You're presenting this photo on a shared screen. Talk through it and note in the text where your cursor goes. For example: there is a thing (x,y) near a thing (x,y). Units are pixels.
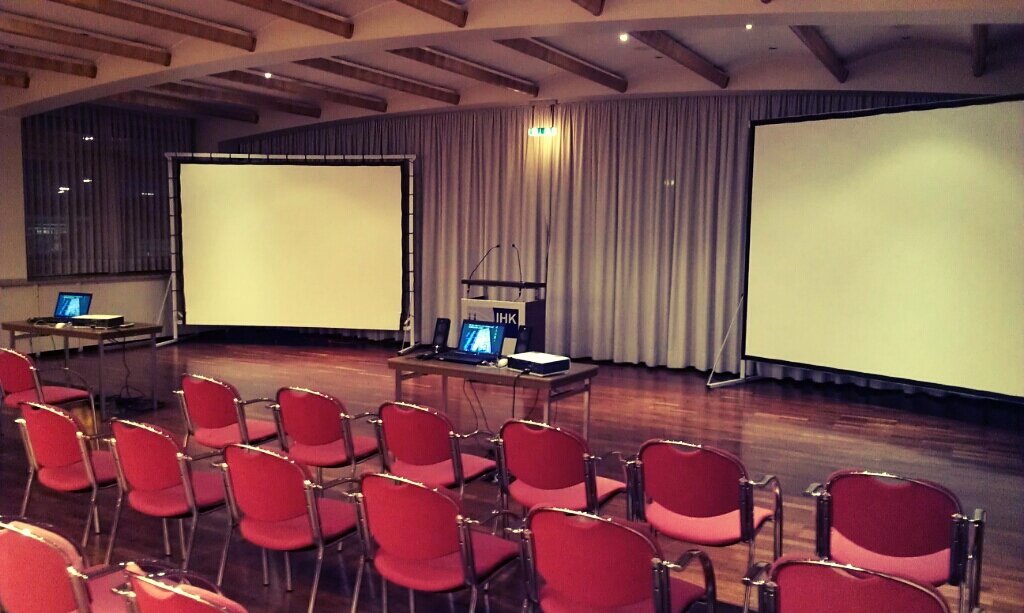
There are red color chairs (40,552) arranged on the floor (194,555). In the background (797,132), there are laptops (471,339) and other objects (91,316) arranged on the tables (489,372), there are two white color screens (295,218) arranged, there is a stand (520,310) on which there are two mics (519,262), there are lights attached to the roof (350,96) and there are two curtains (657,121).
